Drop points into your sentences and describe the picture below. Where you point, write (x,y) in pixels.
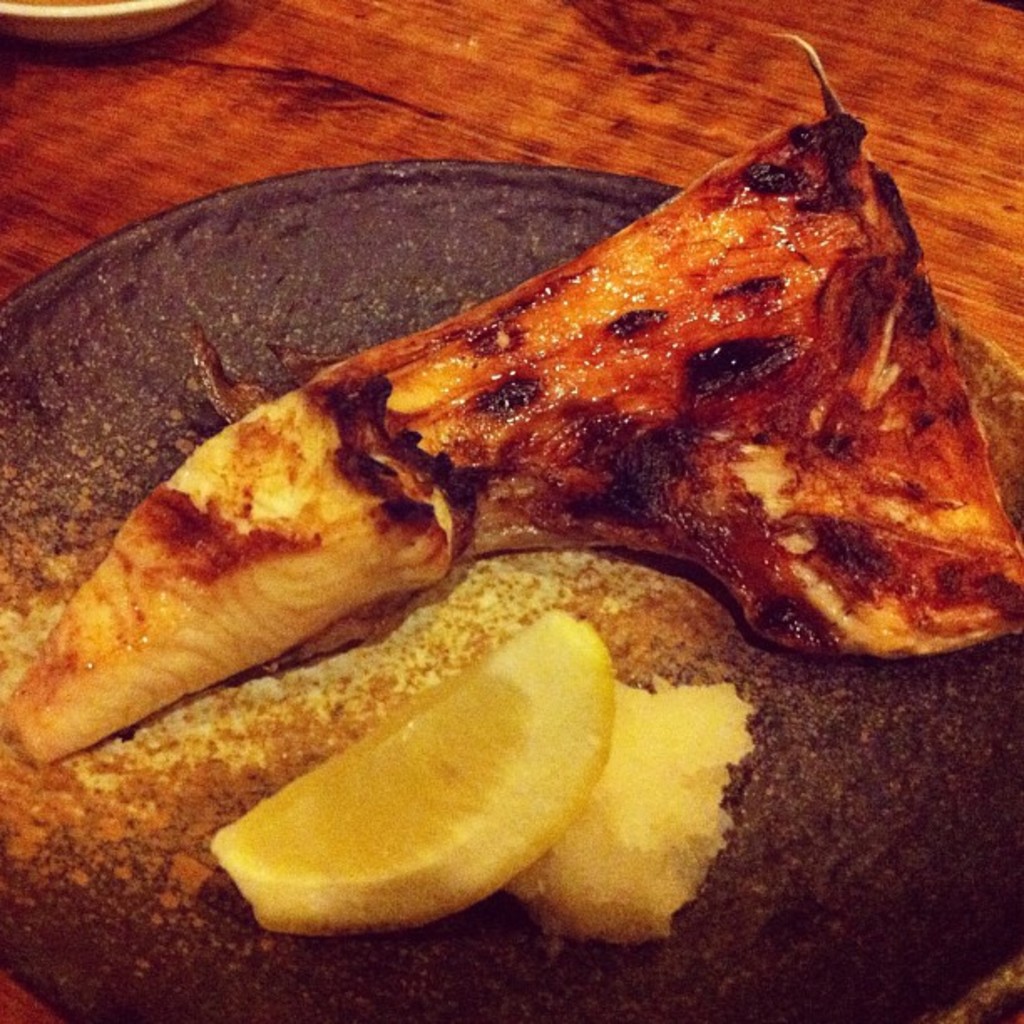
In this picture I can see the meat (790,396) and other food item (595,751), which is of yellow color and these food items (400,545) are on the black color surface (188,843). On the top of this picture (676,116) I can see the brown color surface (303,85).
